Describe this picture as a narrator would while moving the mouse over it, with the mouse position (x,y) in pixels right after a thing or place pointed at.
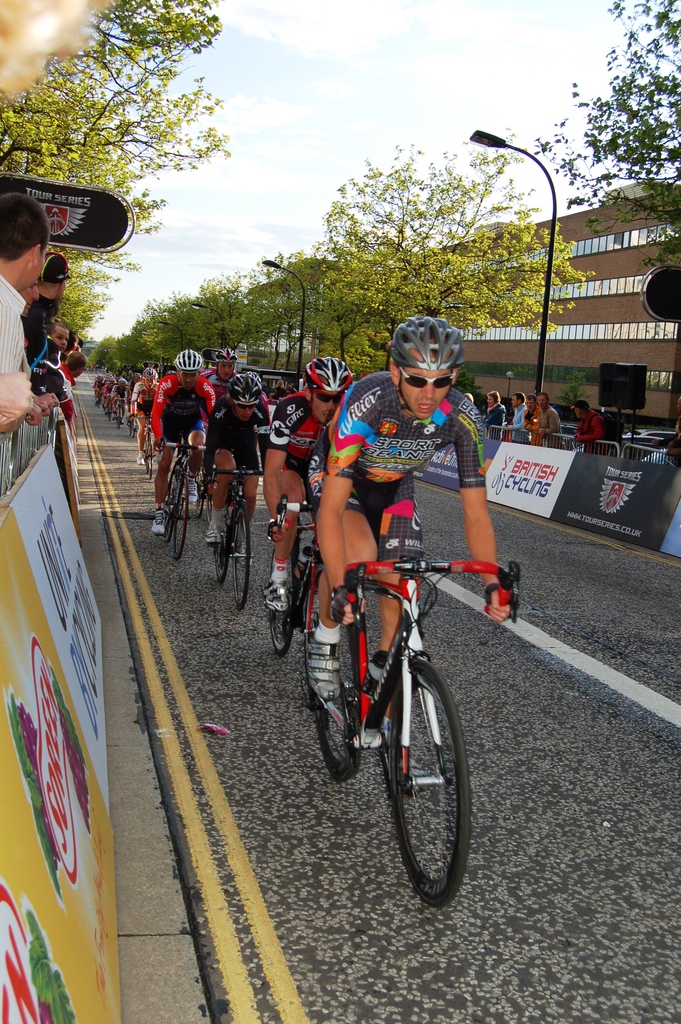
In the center of the image (435,347) we can see many persons (239,421) riding bicycles (384,684) on the road (405,879). On the right (501,303) and left side of the image (63,147) we can see trees (369,298). On the right side of the image (598,331) we can see buildings (532,339), persons (535,426). In the background (589,77) we can see sky (295,118) and clouds (380,29).
